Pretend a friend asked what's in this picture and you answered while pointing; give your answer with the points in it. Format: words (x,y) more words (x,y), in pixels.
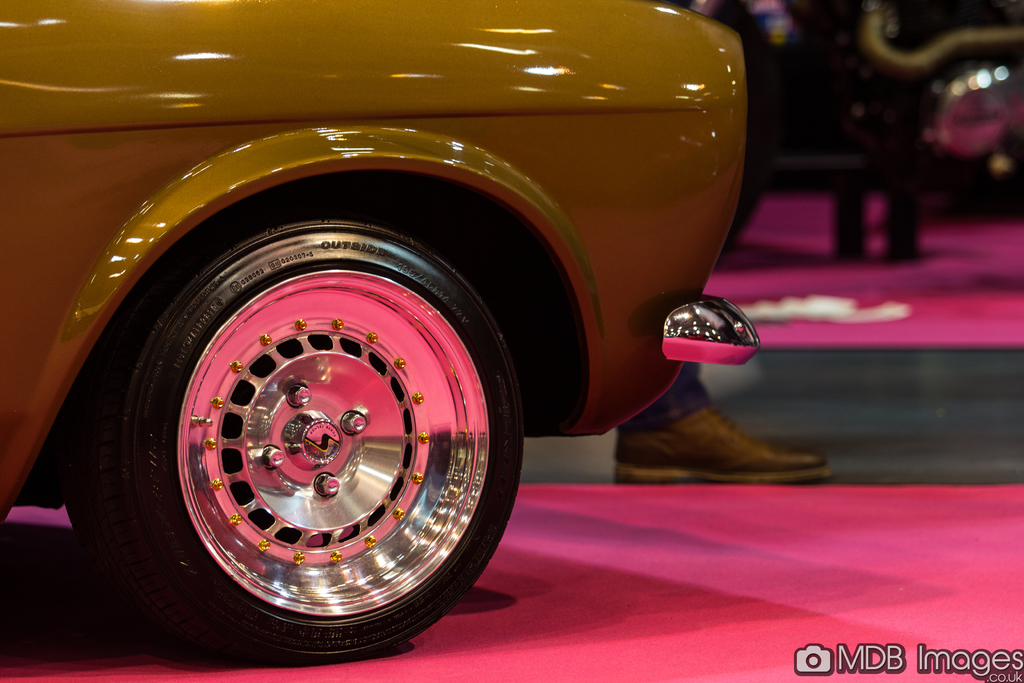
In this image I can see the vehicle (606,389). To the side of the vehicle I can see the human leg (669,408) wearing the brown color shoe (740,460). And there is a blurred background (778,216).
